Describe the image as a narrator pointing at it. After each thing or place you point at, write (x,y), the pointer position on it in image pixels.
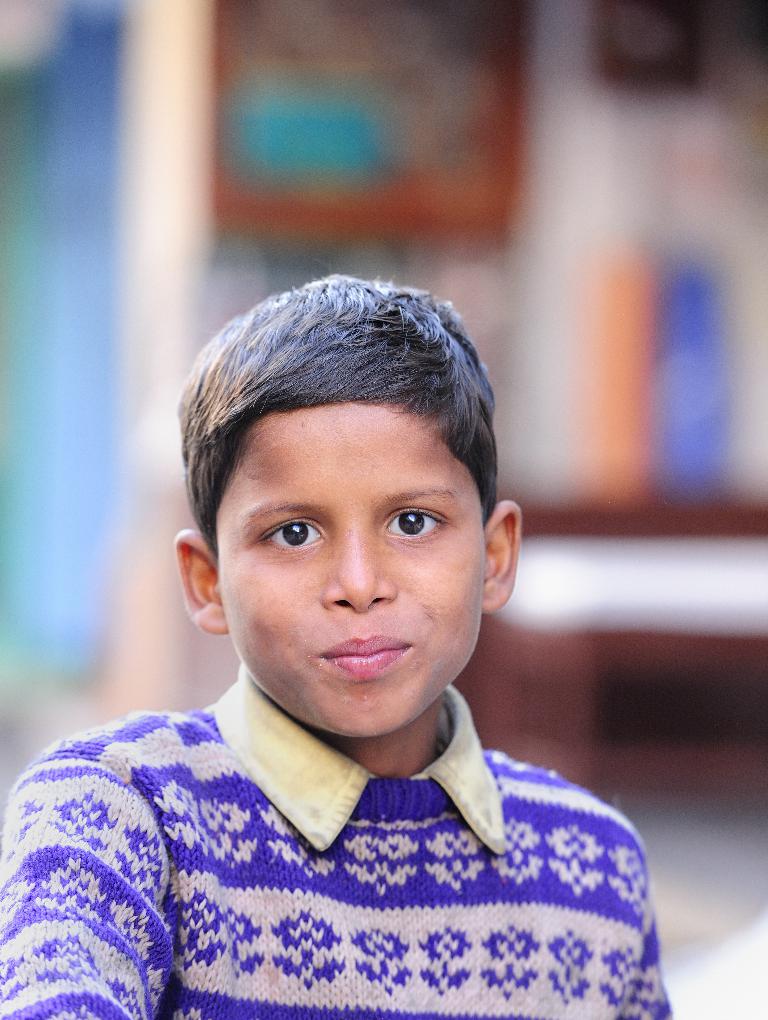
There is a boy (415,769) wore a sweater (422,879). In the background (675,480) it is blur.
